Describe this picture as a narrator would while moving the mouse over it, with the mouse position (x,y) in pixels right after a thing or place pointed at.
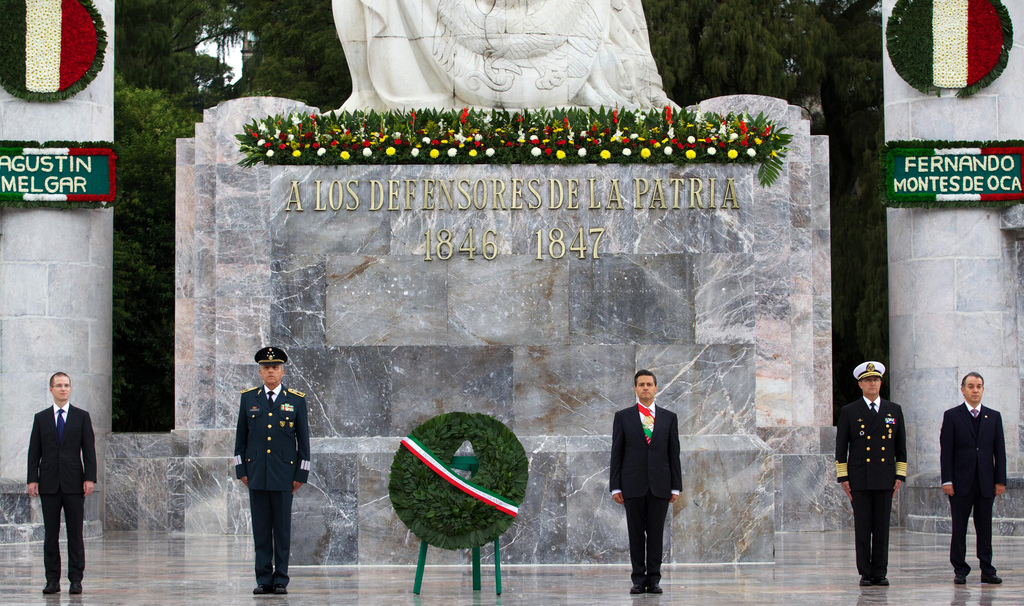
In this picture I can see 5 men (294,455) standing in front (879,498), where 3 men (72,458) are wearing formal dress (988,512) and other 2 men (293,434) are wearing uniform (854,422) and in the middle of this picture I can see a garland (425,518). In the background (224,364) I can see 2 pillars (27,307) and a marble thing (633,222) and I see few flowers (622,128) and leaves (441,144) on the marble thing (307,110) and I see something is written and I can also see something is written on the pillars (904,215) and I can see few trees (209,6).
